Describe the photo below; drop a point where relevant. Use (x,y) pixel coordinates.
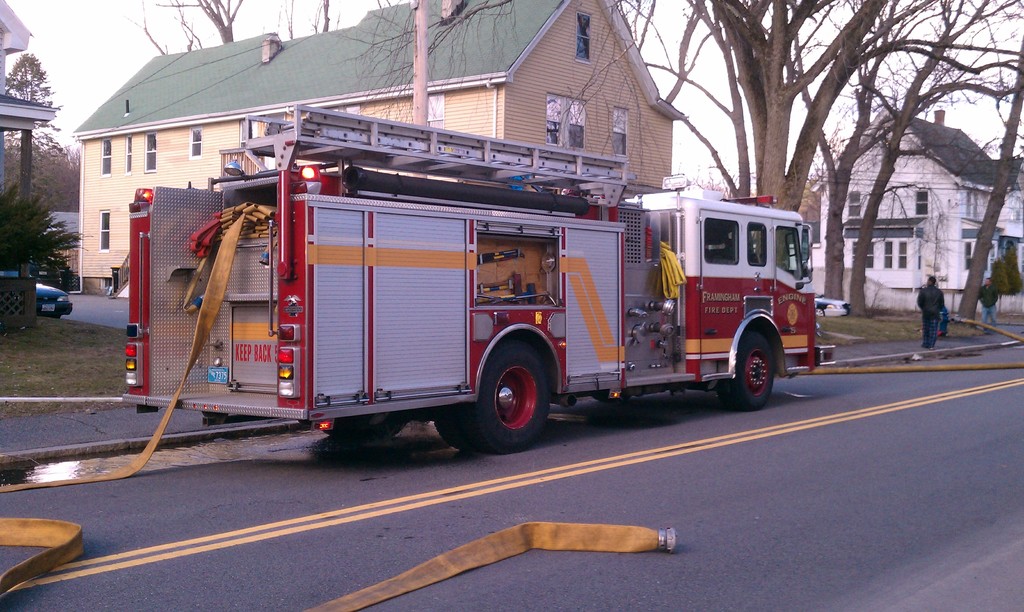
In the picture I can see a fire engine (534,308) on the road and there is a person (930,300) standing in the right corner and there is a car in the left corner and there are few buildings (590,125) and trees (797,162) in the background (621,141).
